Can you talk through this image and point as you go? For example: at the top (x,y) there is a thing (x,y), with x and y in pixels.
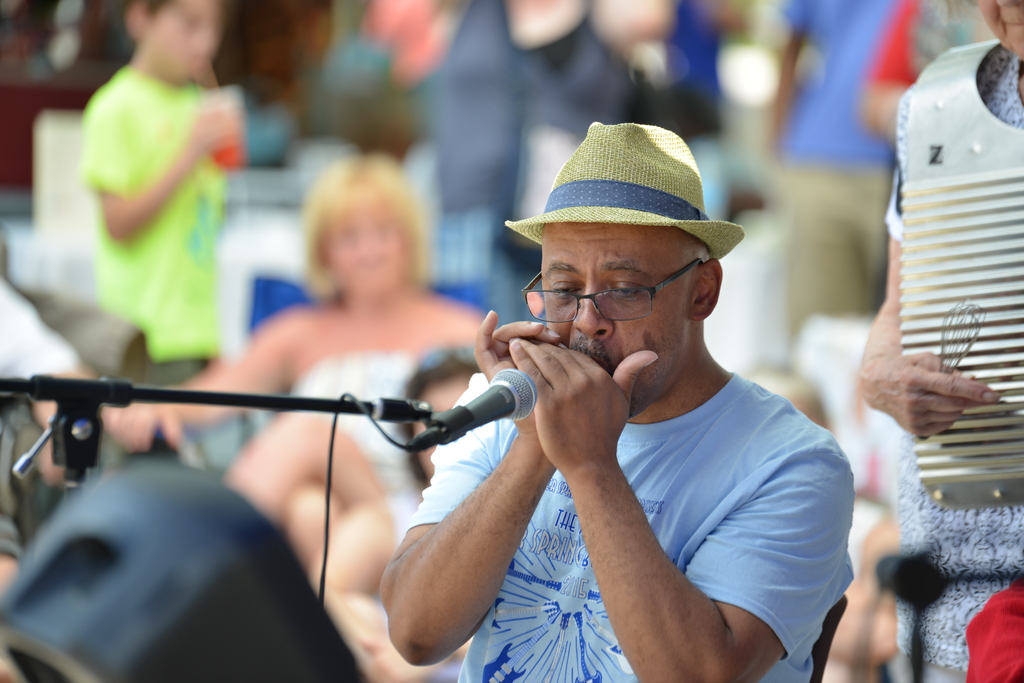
In the front of the image (614,523) there are people (699,485) and black object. In-front of that man (589,306) there is a mic stand (418,413). Another person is holding an object (980,242). In the background of the image (549,188) it is blurry. I can see people (504,222).
